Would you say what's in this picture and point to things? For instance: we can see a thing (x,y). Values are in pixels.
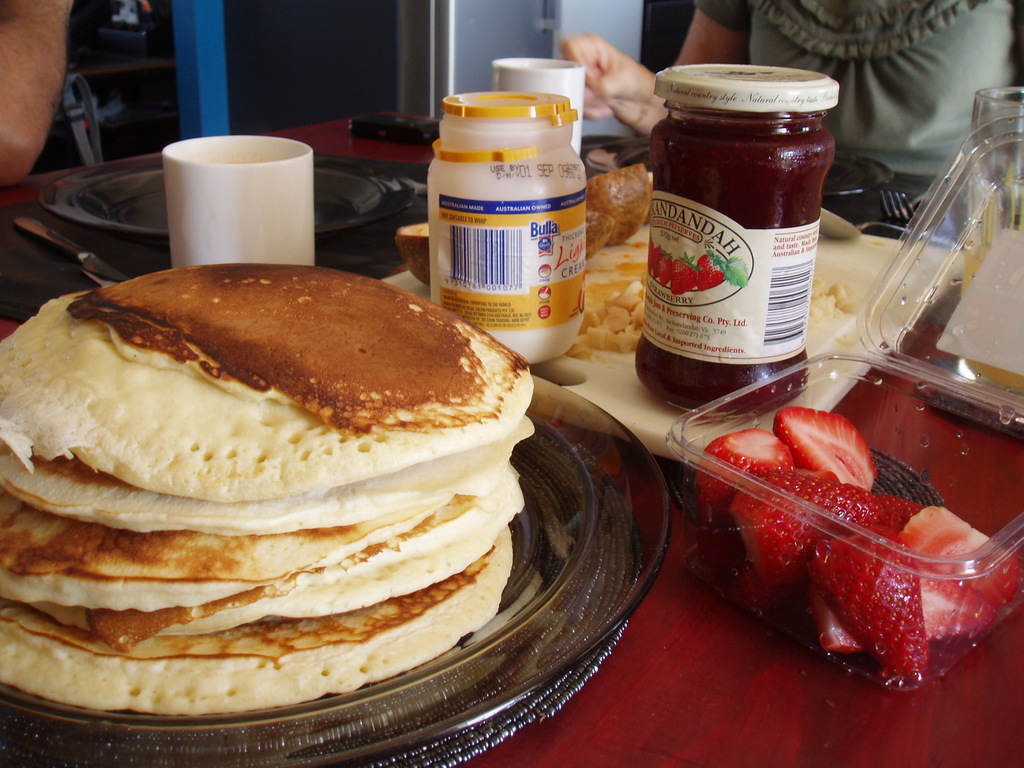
In the image there are strawberry boxes (956,581), pancakes (281,454), cream (507,124), sauce (706,328), cup (559,65) on a table (762,709) with few persons (948,57) sitting behind it.
